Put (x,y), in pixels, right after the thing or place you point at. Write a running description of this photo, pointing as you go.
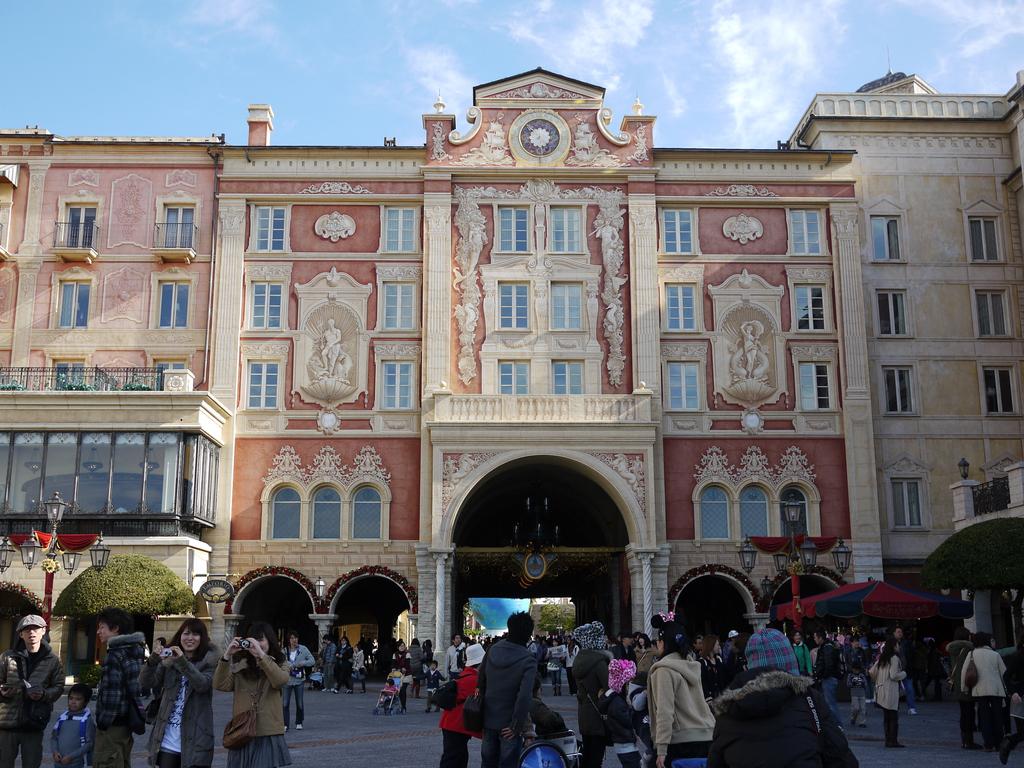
In the foreground of this image (609,652), there are people (598,711) standing and moving on the road (367,723). On either side, there are light poles (785,550). In the background (662,348), there is a building (502,235), sky (342,76) and the cloud (739,39).
